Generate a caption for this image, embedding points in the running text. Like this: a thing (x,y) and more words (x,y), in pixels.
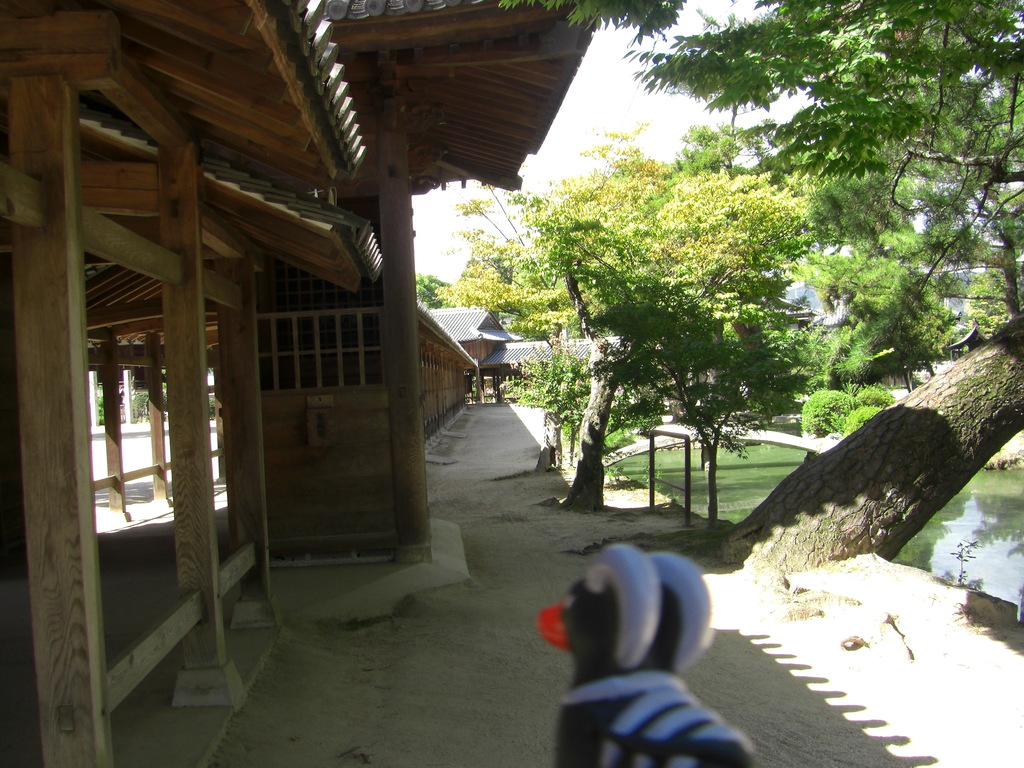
In this image we can see a building (317,390) with wooden pillars (180,452). Also there are trees (762,338). And there is water (738,458). And there is a bridge (784,436). At the bottom (624,663) we can see a statue (671,641).
